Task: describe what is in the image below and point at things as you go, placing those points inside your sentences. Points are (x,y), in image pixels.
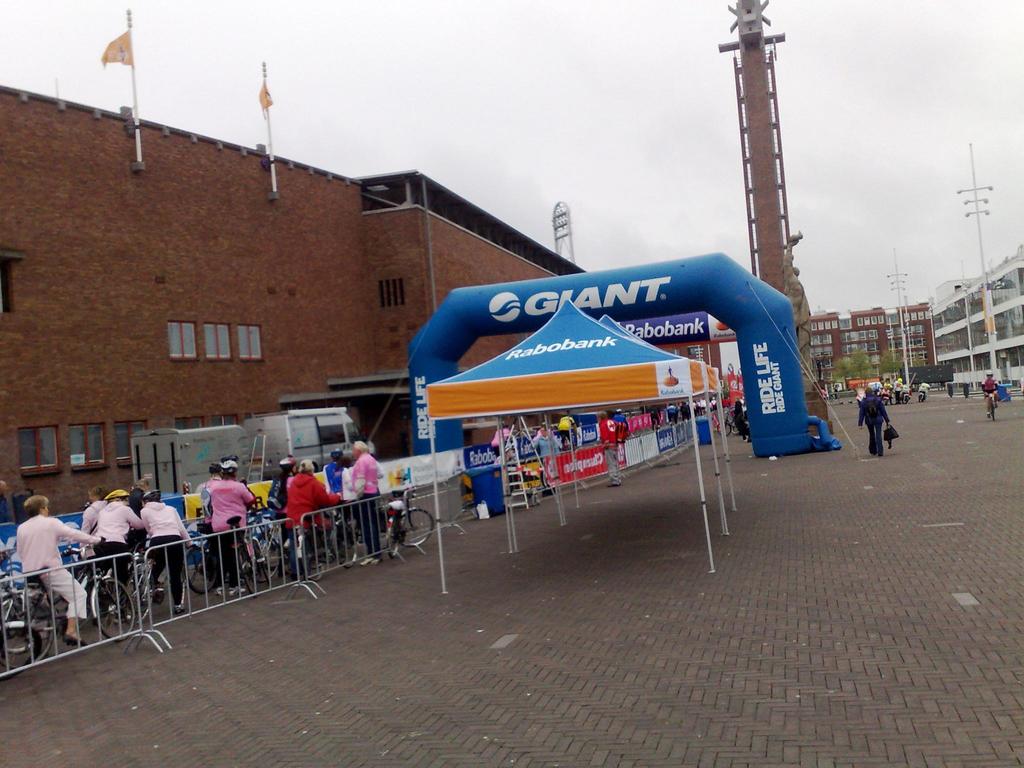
In this image we can see the people (876,408) on the road (930,504). And we can see the buildings (364,388), windows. And we can see the flags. And we can see the tent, statue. And we can see the metal fencing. And we can see the lights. And we can see the sky (632,121).
